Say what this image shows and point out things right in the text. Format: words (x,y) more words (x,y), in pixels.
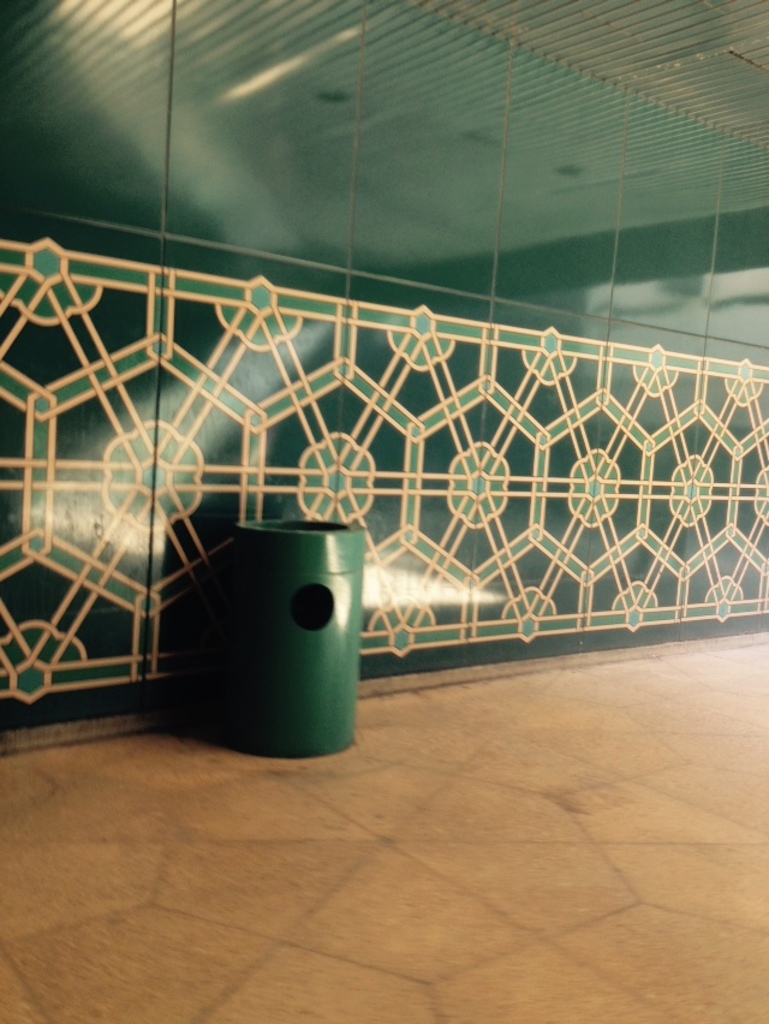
This picture shows a wall (599,103) and we see a dustbin (302,629). The dustbin (313,608) is green in color.
